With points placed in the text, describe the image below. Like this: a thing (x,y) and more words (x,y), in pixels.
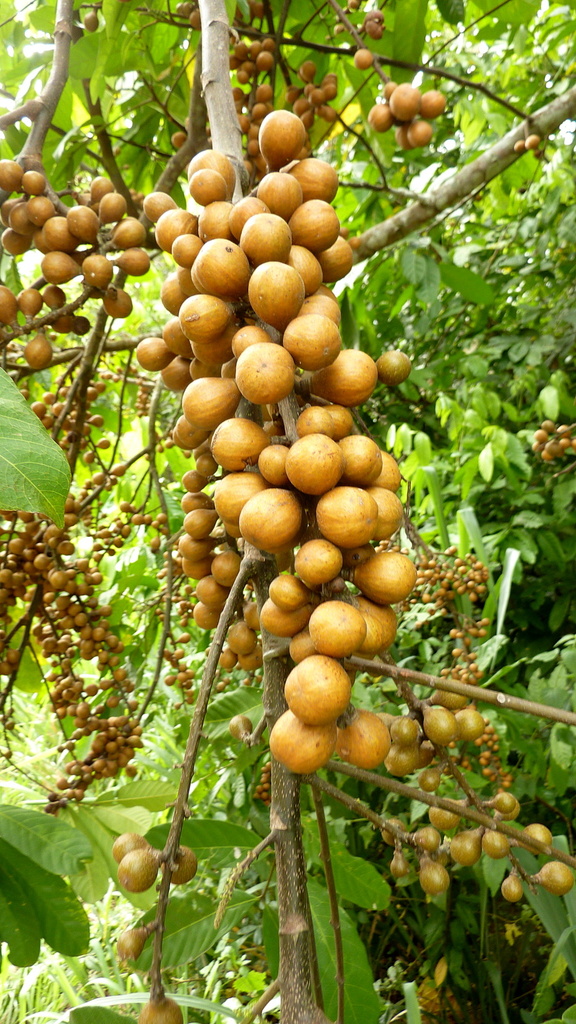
In this image I can see fruit trees (280,599). This image is taken may be in a farm (395,965) during a day.
